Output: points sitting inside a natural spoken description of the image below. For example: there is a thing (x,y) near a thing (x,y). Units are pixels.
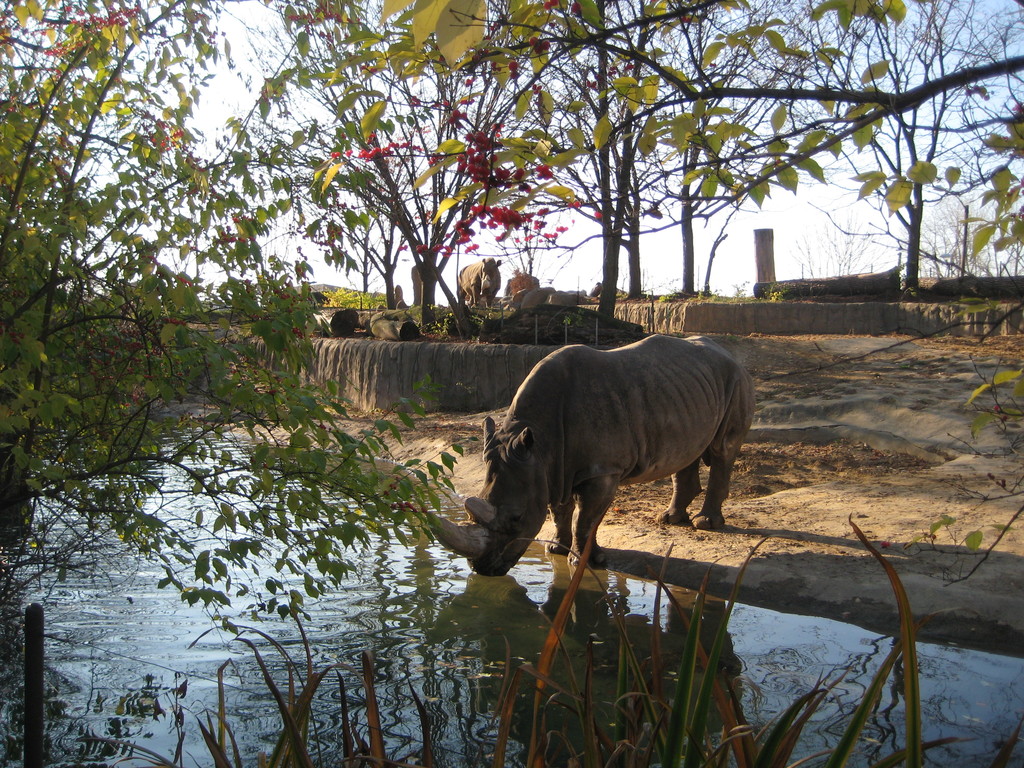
In this image I can see an animal (559,513) and the animal (744,424) is drinking water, background (404,205) I can see the other animal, trees (62,377) in green color and the sky (306,102) is in white color.
